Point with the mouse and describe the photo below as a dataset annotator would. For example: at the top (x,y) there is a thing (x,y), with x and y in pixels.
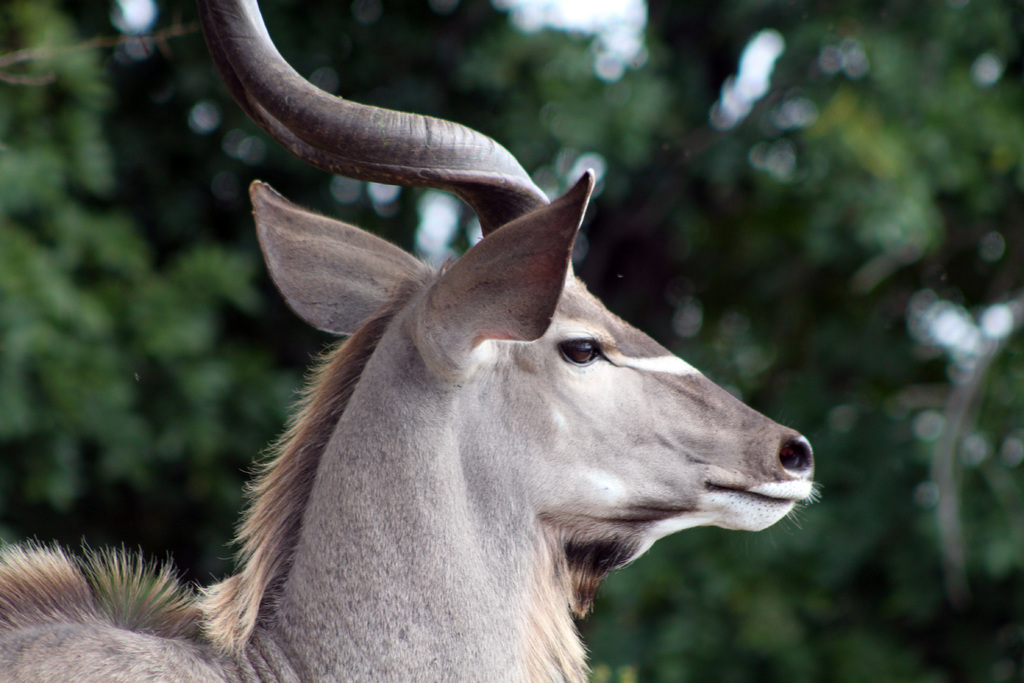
There is a kudu (267,571). There are trees (59,141) at the back (674,224).
